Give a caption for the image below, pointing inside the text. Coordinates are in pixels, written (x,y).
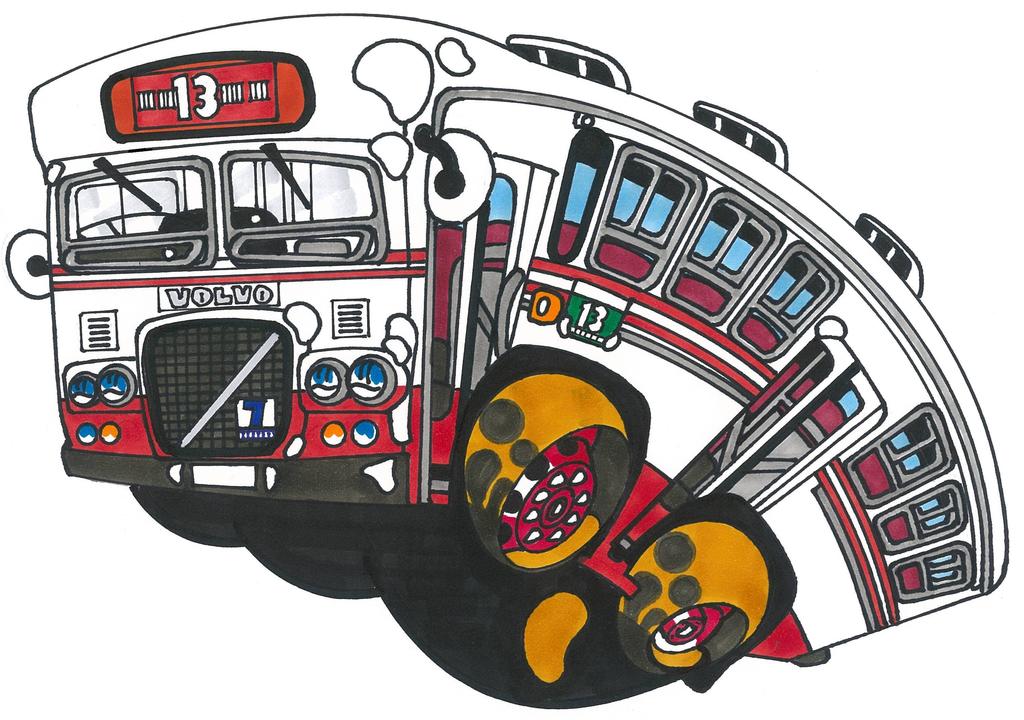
This is a cartoon of a bus (657,420). There are windows (368,264) and doors (768,442) for the bus (271,331). Also something is written on the bus (194,278). In the background (503,710) it is white.
